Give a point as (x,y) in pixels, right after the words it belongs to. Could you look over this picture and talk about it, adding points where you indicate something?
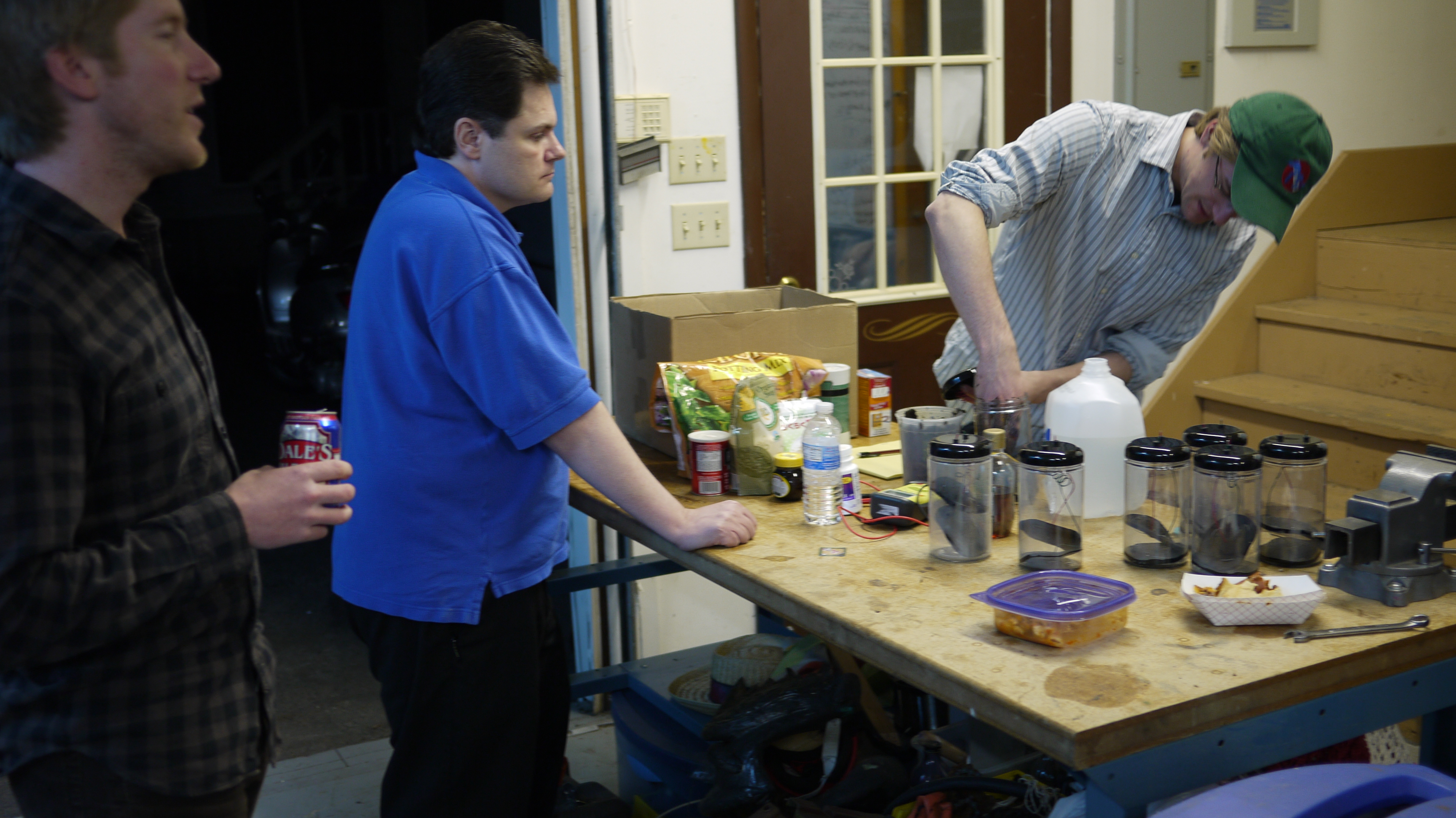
This picture describes about three people (966,253), in the left side of the given image a person (200,406) is holding a tin (300,443) in his hands (314,476) in front of them we can see bottles (958,488), food (1088,614) and boxes (752,309) on the table (899,549). In the right side of the given image a man (1073,260) is wearing a cap (1237,161).
